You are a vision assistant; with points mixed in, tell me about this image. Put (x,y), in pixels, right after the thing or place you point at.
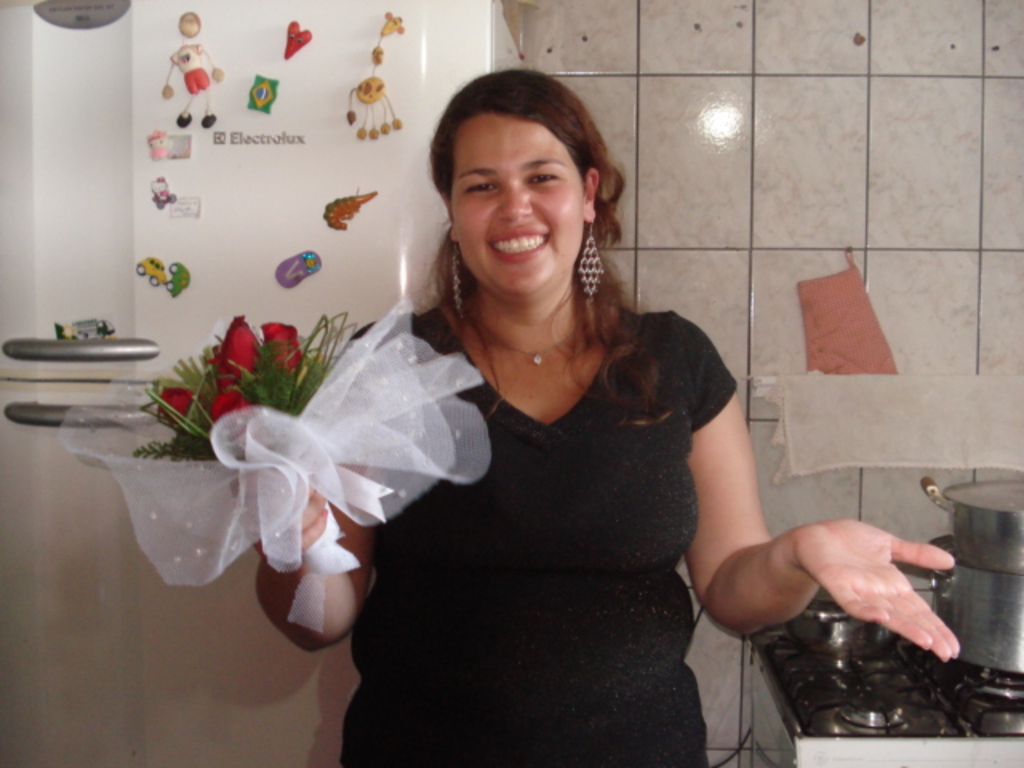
A women (561,440) is holding bouquet (330,459), this is wall (962,124), here there is stove (941,683) with utensils (975,625) on it, this is refrigerator (81,655).
